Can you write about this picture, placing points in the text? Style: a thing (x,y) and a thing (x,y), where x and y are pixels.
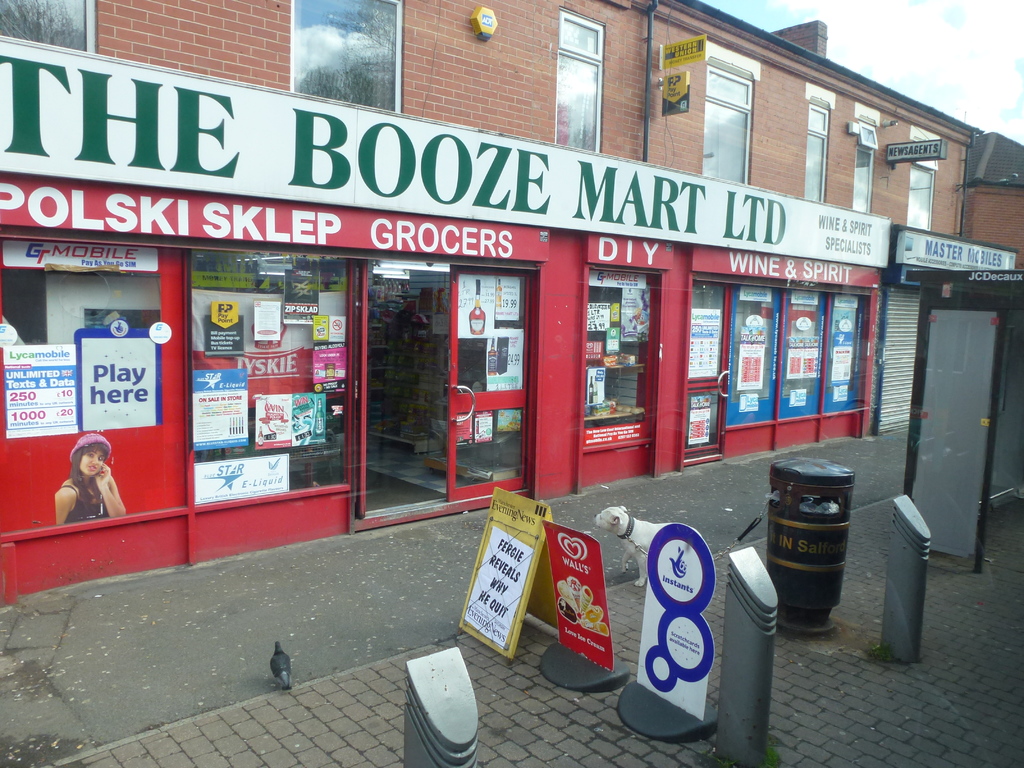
In this image we can see a building (17,533), which has a store (227,496) in it, there is some text (334,174) on it and there are poster (494,380) with text (750,380) on its walls (742,393), in front of it there is a dog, a bird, a dustbin (801,591), posters (677,624) and a few other objects (450,758).
